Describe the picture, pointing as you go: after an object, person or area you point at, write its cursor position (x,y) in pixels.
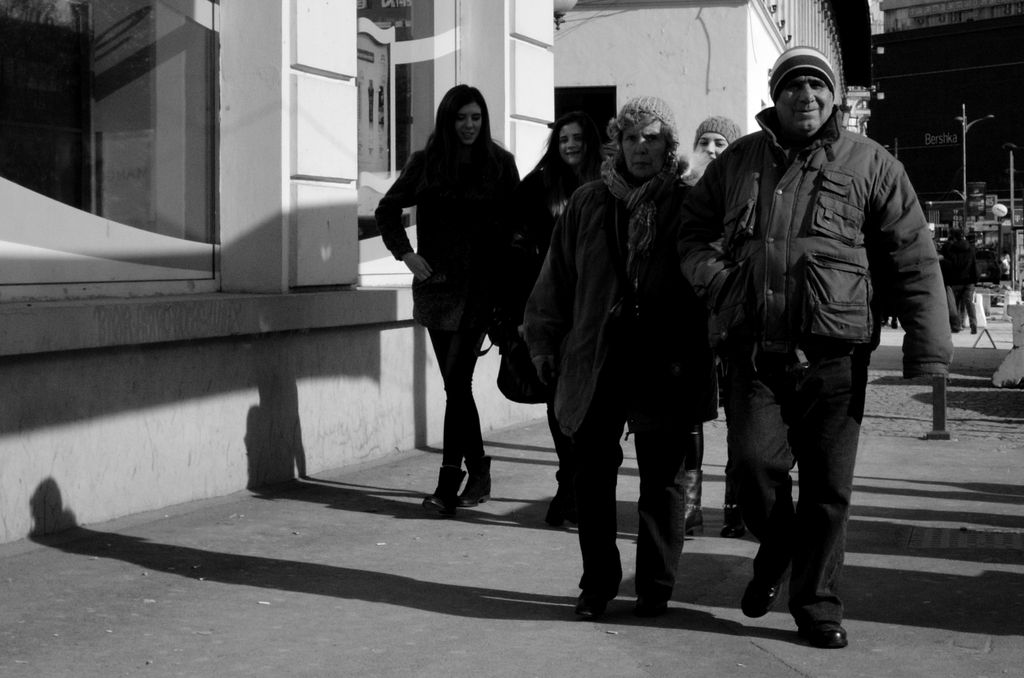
In the picture we can see a path (635,669) to it, we can see some people (477,439) are walking they are wearing a jacket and caps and beside them, we can see a building (155,491) with some pillars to it and in the background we can see some poles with lights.
